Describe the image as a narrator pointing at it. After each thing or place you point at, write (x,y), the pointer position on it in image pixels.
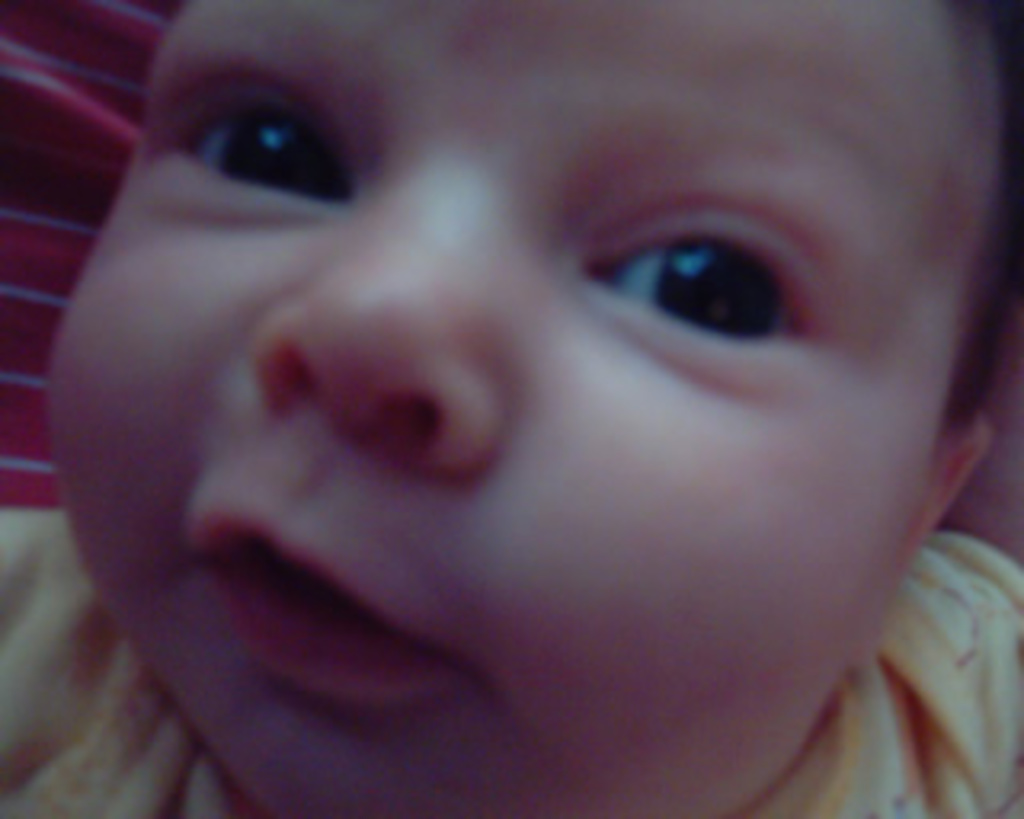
This image consists of a kid (353,595) wearing a yellow dress (970,740).
